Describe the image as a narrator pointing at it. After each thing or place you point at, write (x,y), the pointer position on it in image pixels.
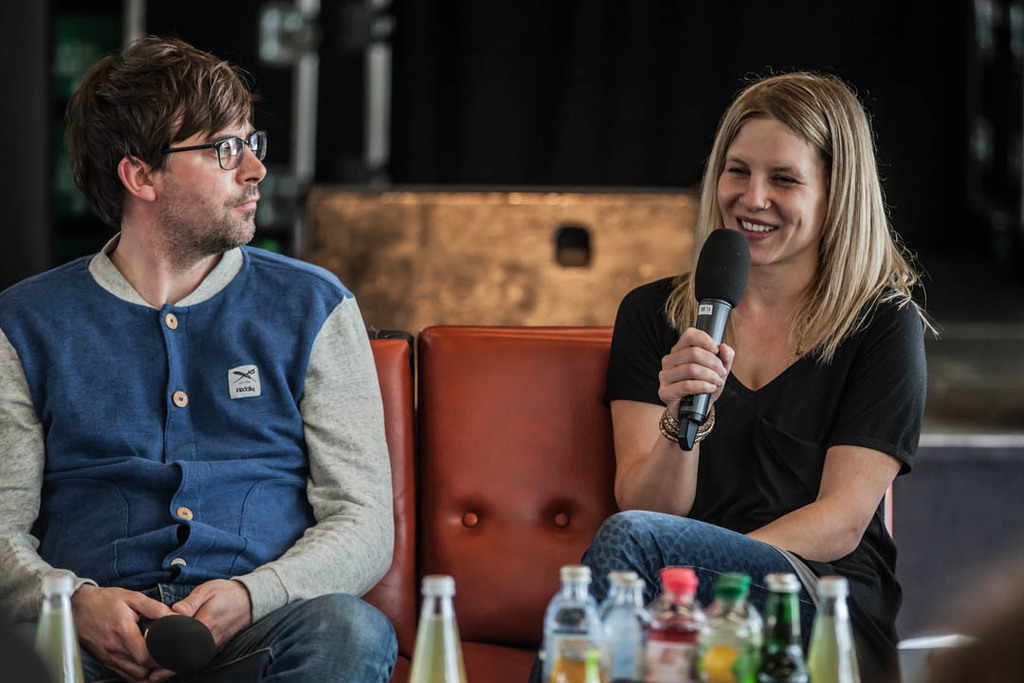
in this image the two persons (846,164) are sitting on the chair (491,510) on right side (808,429) the woman (740,310) she is speaking and laughing and wearing the black t shirt (799,461) and blue jeans (744,559) on the left side (254,449) the person (268,364) he is staring the woman (787,139) and he is wearing the blue and ash jacket (290,464) and blue jeans (330,617) and he is wearing the glass (231,152) in front of both of the people (330,603) the many bottles (632,621) are there it could be juice bottles (743,598).
